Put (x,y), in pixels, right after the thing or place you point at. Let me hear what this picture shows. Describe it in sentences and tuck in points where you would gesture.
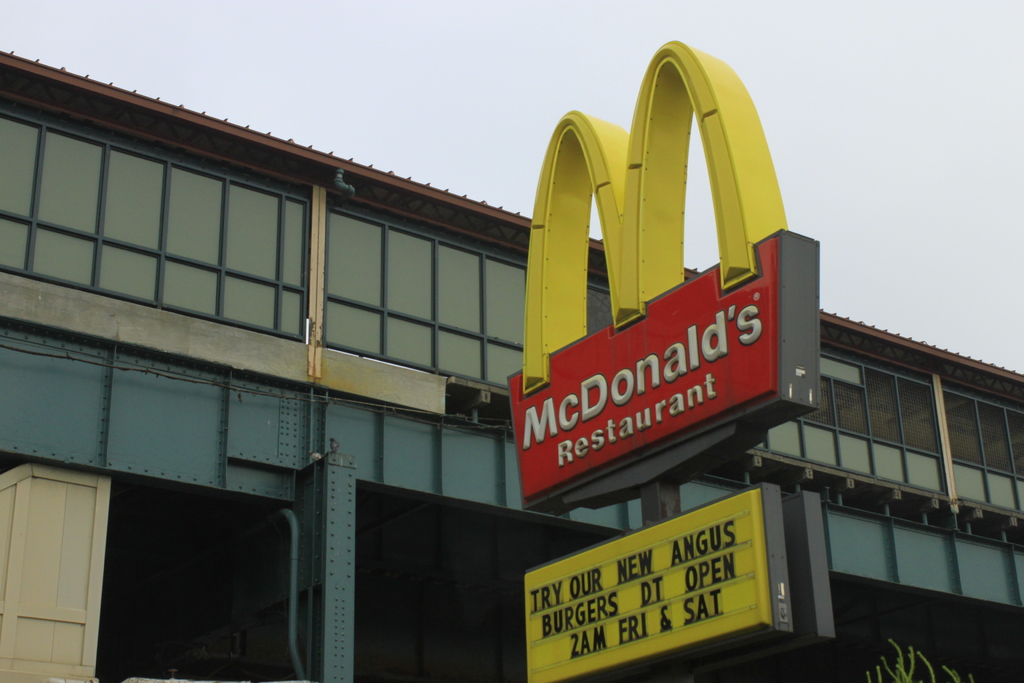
There is an advertise board (648,538) to the pole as we can see at the bottom of this image (679,587), and there is a building (434,499) in the background (393,499). The sky (882,123) is at the top of this image (751,94).
